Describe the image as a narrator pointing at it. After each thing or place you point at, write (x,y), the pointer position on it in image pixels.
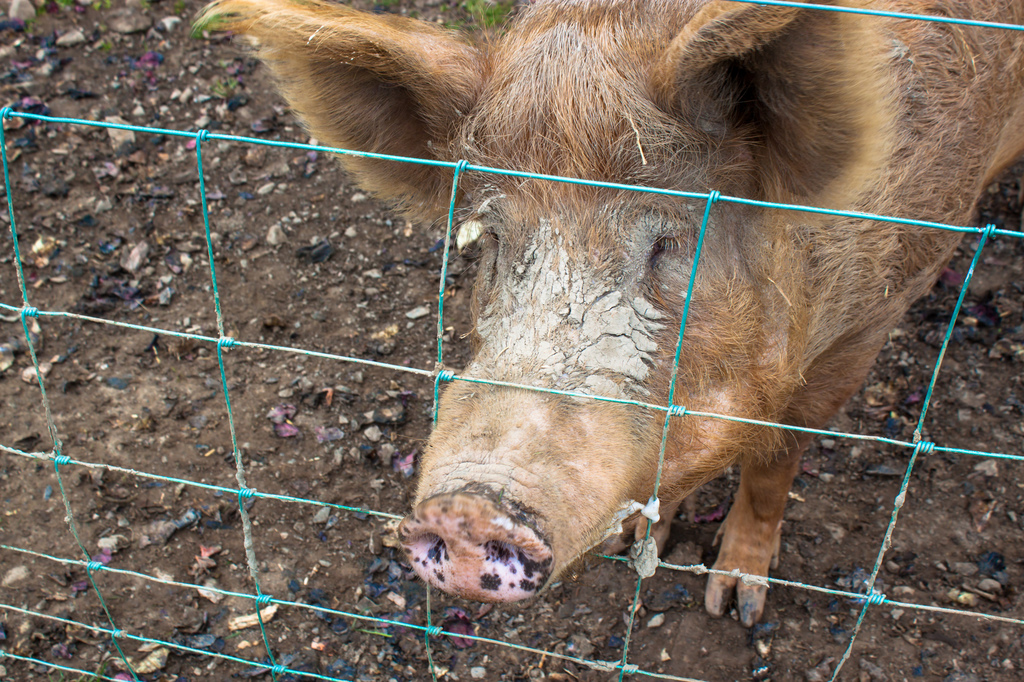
In this image in the center (510,449) there is one pig (516,155) and there is a fence (65,456), at the bottom (146,504) there is sand (178,373) and some small stones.
